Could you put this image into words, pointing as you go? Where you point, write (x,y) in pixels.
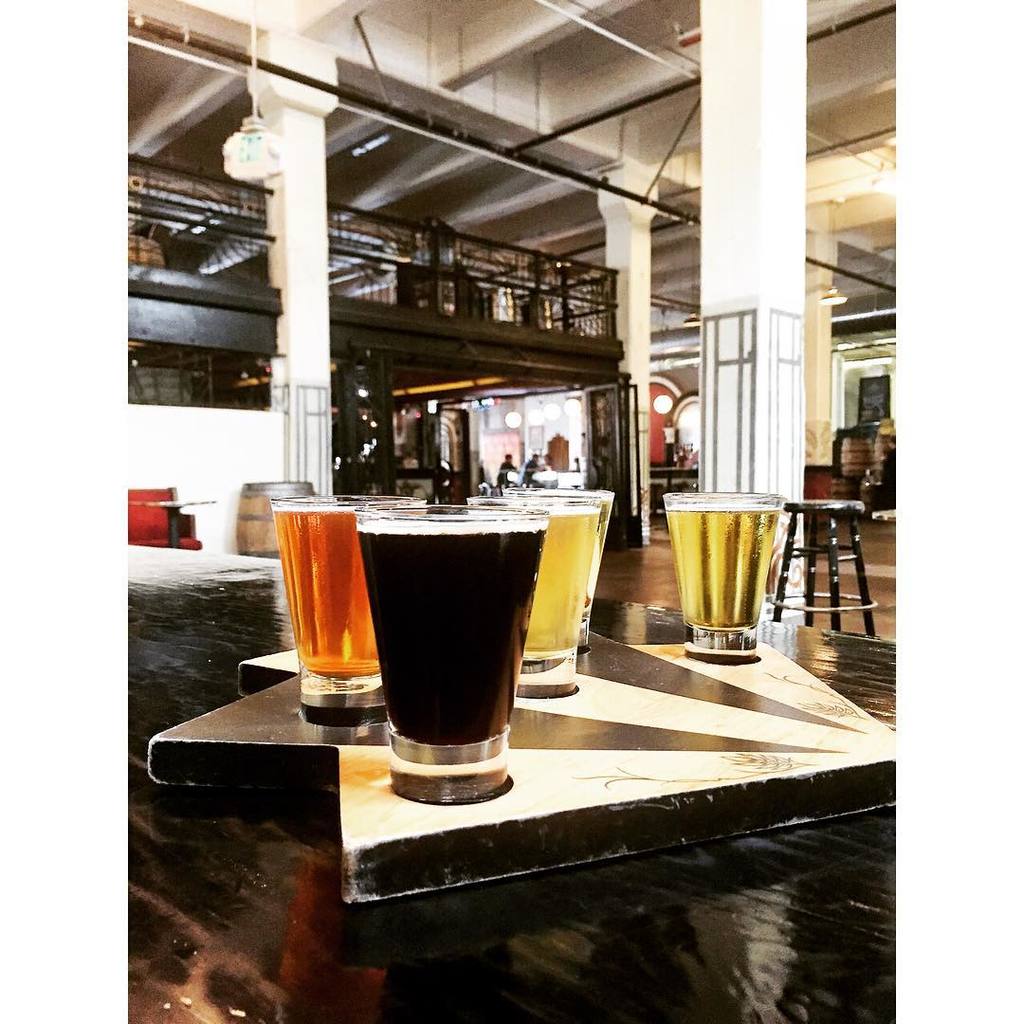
These are the glasses (477,613) with the beer (712,594).
